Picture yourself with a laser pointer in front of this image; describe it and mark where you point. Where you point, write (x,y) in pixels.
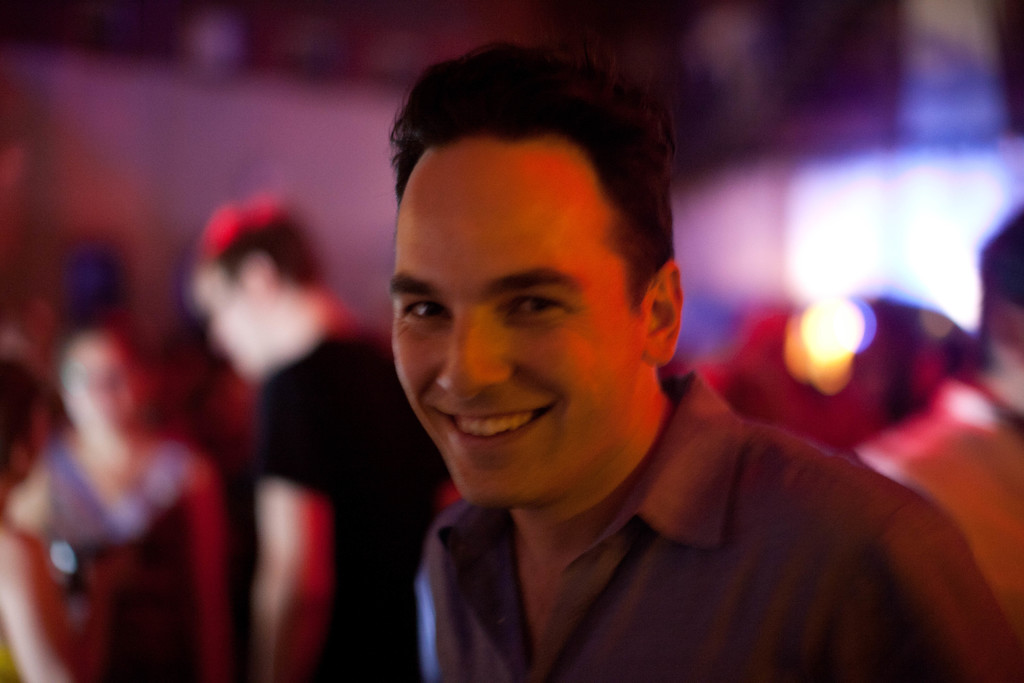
In this picture there is man (518,320) smiling and giving a pose into the camera. Behind there is a group of girls and boys (776,395) standing and enjoying the party.
